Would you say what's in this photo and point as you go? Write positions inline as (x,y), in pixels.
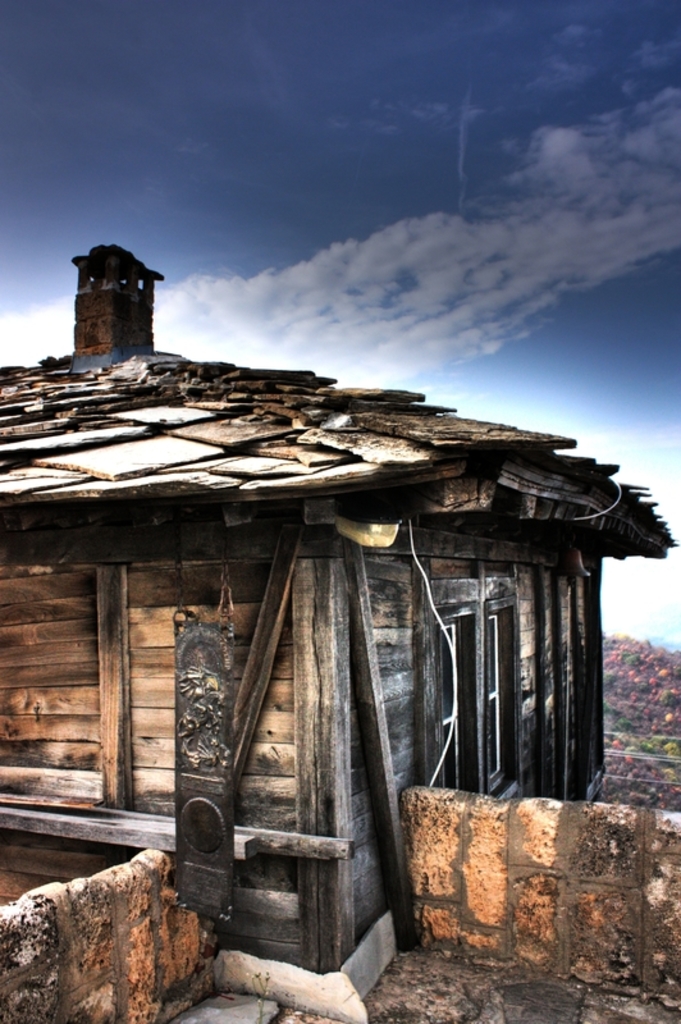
In this image we can see a wooden house (325,941), a wall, there is a mountain (629,677), also we can see the sky (424,281).
